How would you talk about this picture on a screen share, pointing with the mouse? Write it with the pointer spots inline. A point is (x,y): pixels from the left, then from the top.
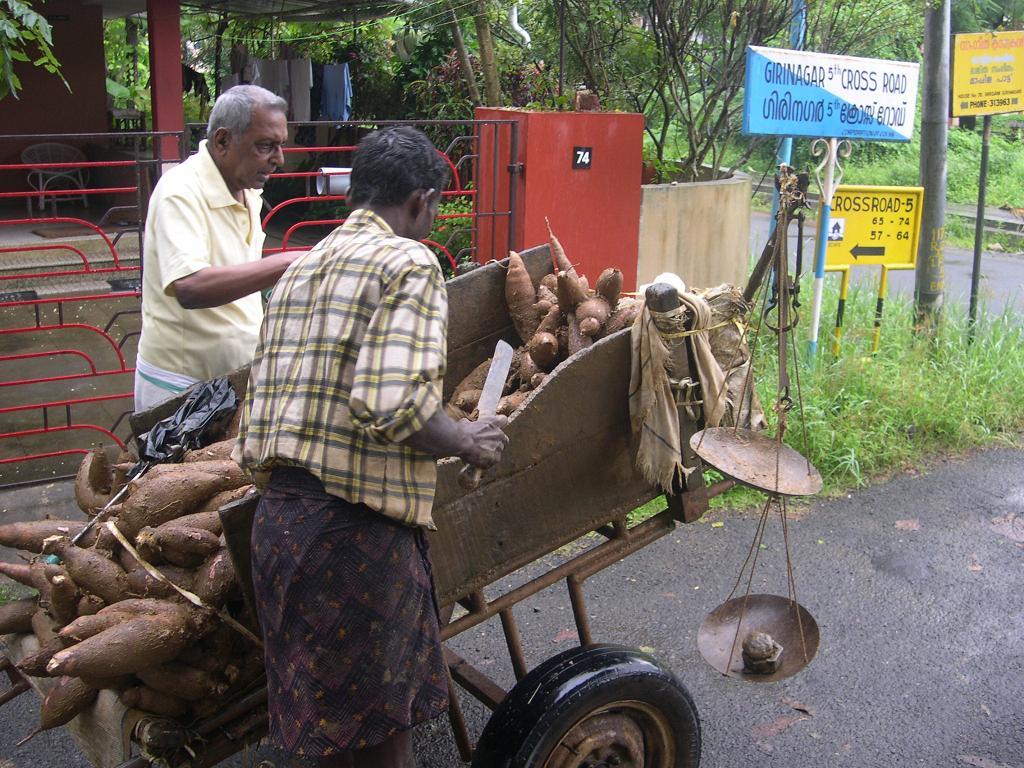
In this picture I can see two people (426,506) on the left side (334,430). I can see weighing balance (770,487). I can see green grass (894,348). I can see the boards (897,208). I can see sitting chairs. I can see trees (554,43). I can see metal gate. I can see trolley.
